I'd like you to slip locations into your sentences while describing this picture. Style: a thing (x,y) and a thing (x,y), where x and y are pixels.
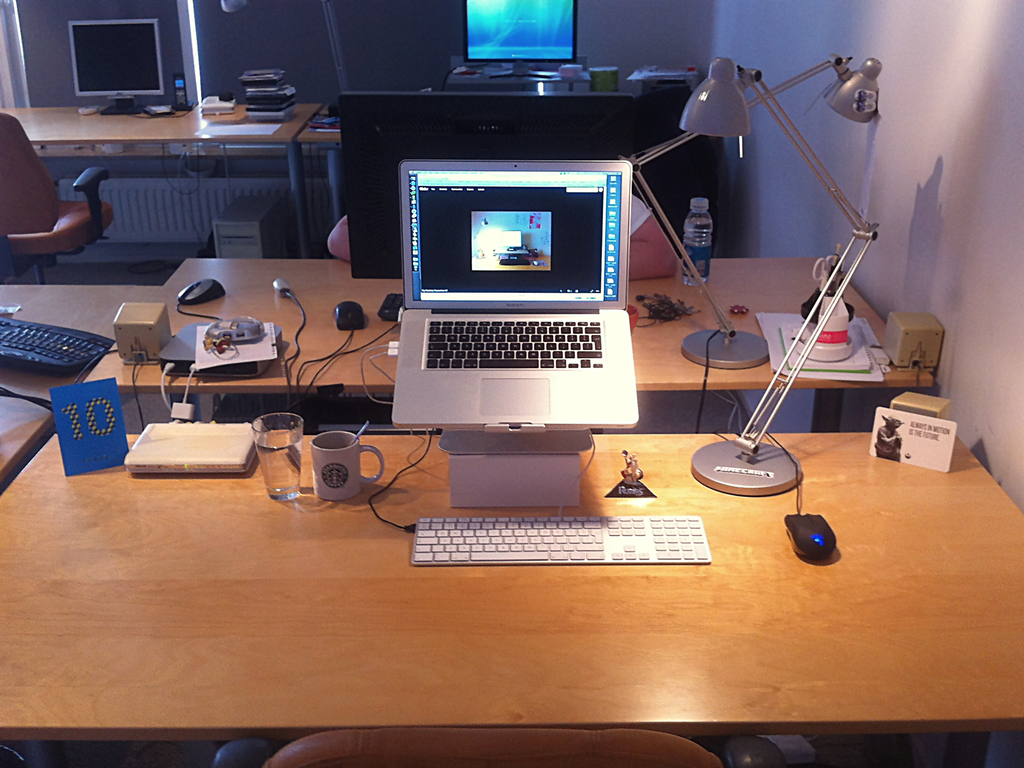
In this picture there is a table (584,694) on which a laptop keyboard (476,533), mouse (806,554), some glasses (292,469) and a mug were placed. There is lamp (717,474) placed on the table (704,509). In the background (69,217) there is a chair (41,213) and some tables (236,118) here. We can observe a wall (835,47) in the right side (863,31).
